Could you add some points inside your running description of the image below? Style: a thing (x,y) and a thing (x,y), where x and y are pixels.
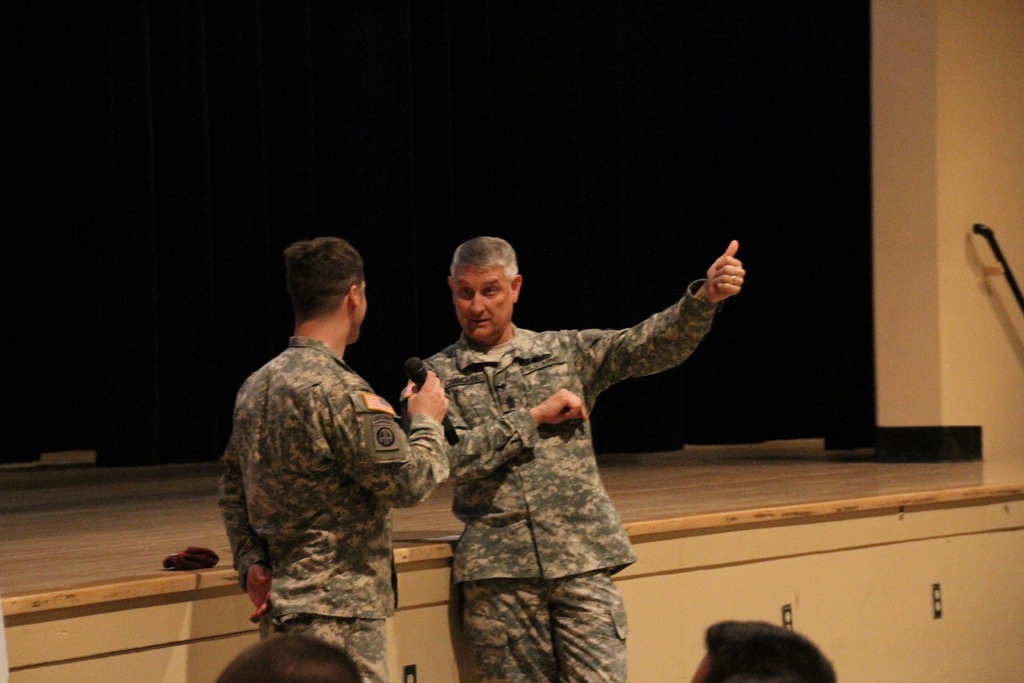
In this image we can see two persons (561,430) wearing military uniform (463,427) are standing. One person (409,433) is holding a microphone (418,383) in his hand (434,395). In the foreground (752,661) we can see two persons (757,674). In the background (651,133), we can see a pipe (1021,312) and a curtain (343,155).
